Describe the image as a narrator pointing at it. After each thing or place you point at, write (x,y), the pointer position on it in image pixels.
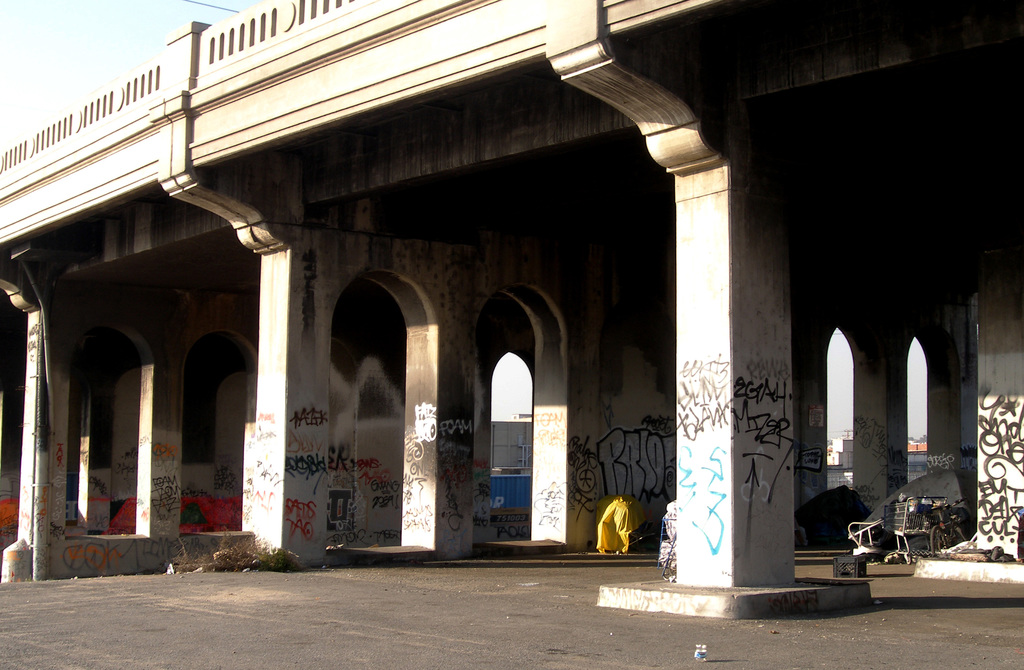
In this image I can see few pillars (983,469) in white and grey color and I can also see the bi-cycle (933,542). Background (499,416) I can see the bridge (263,105), few buildings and the sky (502,392) is in white color and I can also see few objects (518,492) in blue and yellow color.
